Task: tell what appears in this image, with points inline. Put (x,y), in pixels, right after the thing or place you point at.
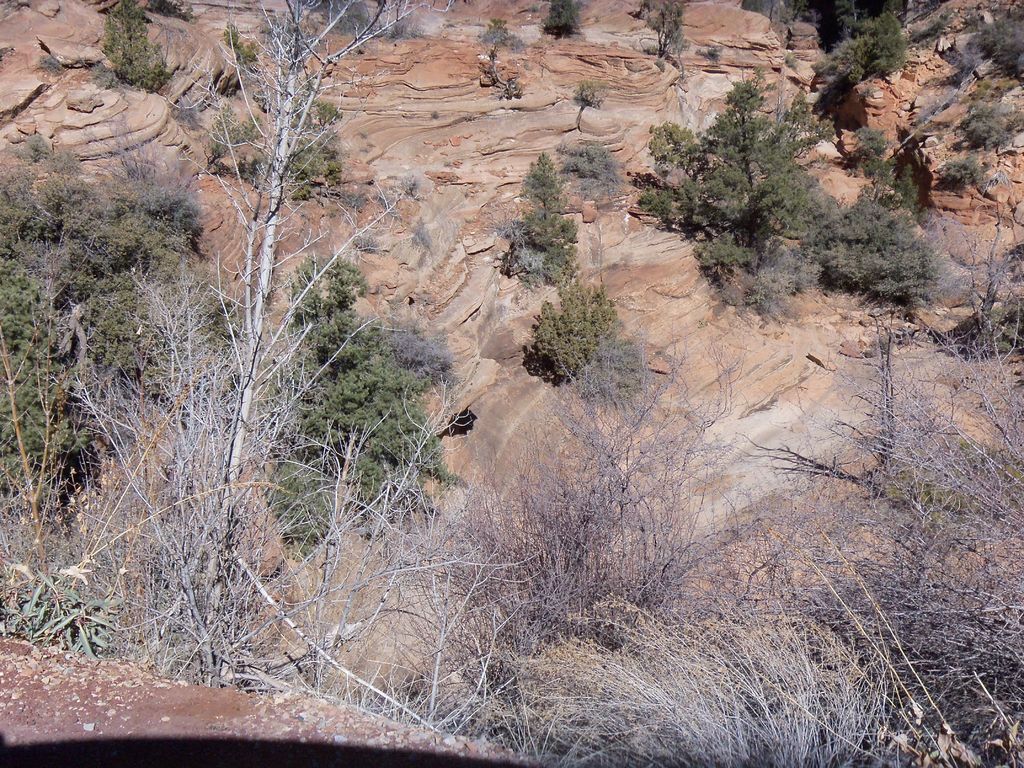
In the picture i can see some trees (287,370) and rocks (377,228).
